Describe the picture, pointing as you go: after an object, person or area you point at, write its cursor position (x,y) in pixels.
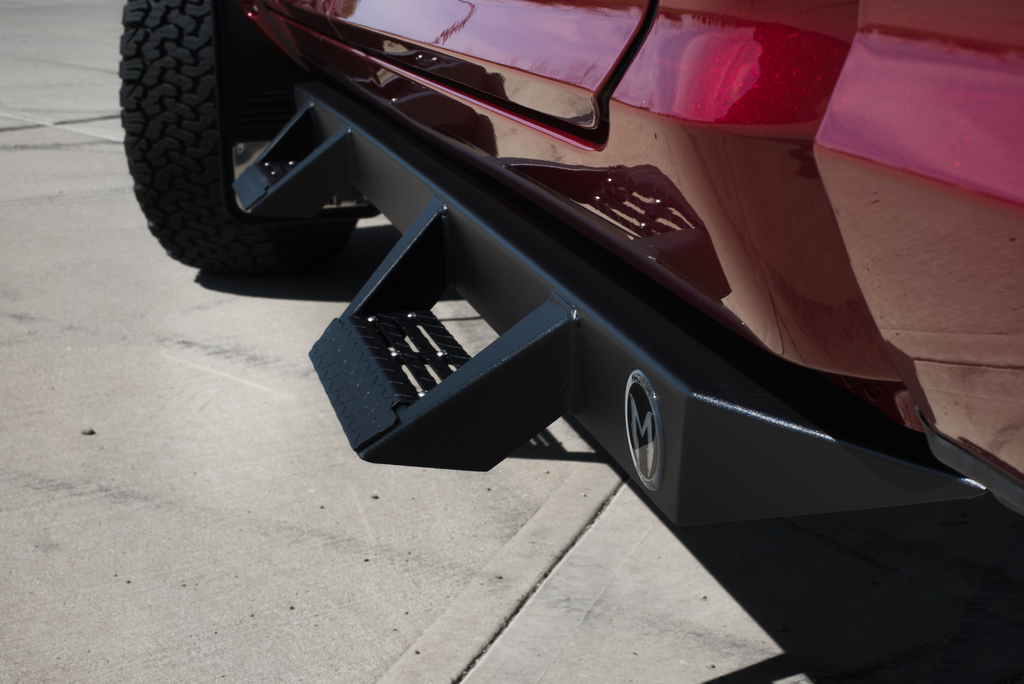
In this image we can see a vehicle (653,303) and we can see a side step part (838,475) of a vehicle (658,490) with a black wheel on the road (329,487).
